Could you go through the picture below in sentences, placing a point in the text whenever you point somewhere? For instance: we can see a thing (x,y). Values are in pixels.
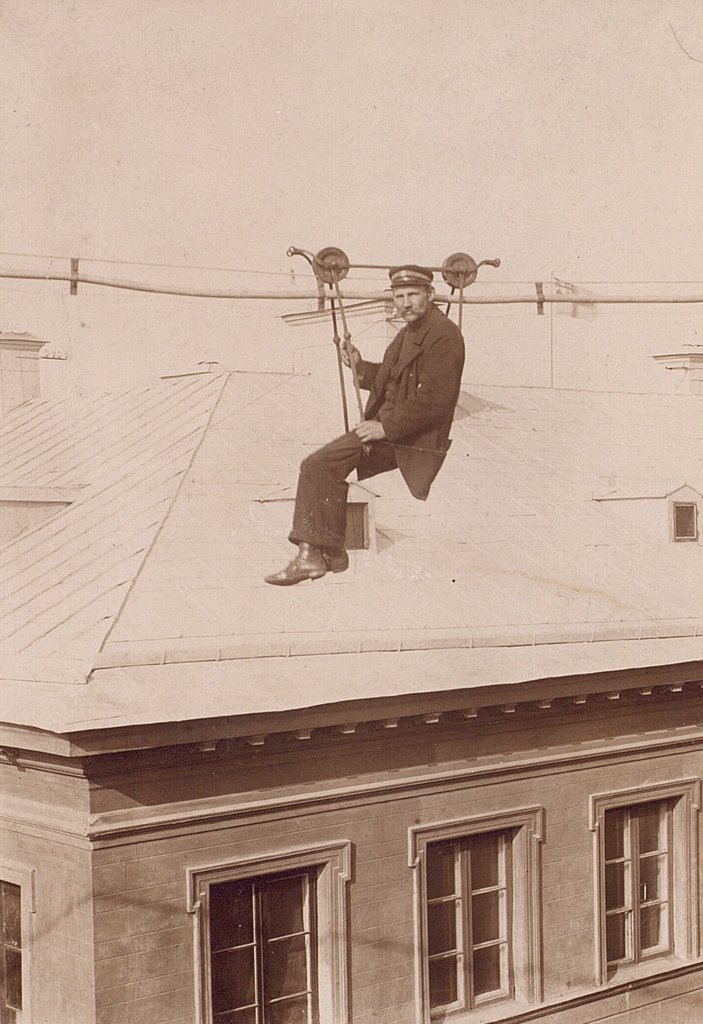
This picture is clicked outside. In the foreground (89,727) we can see the house (631,736) and the windows (616,891) of the house (462,451). In the center (445,353) we can see a man (415,309) wearing blazer (397,382) and seems to be hanging on the rope (374,267). In the background (453,109) we can see the sky (233,239), cables (202,267) and some other objects (344,263).
